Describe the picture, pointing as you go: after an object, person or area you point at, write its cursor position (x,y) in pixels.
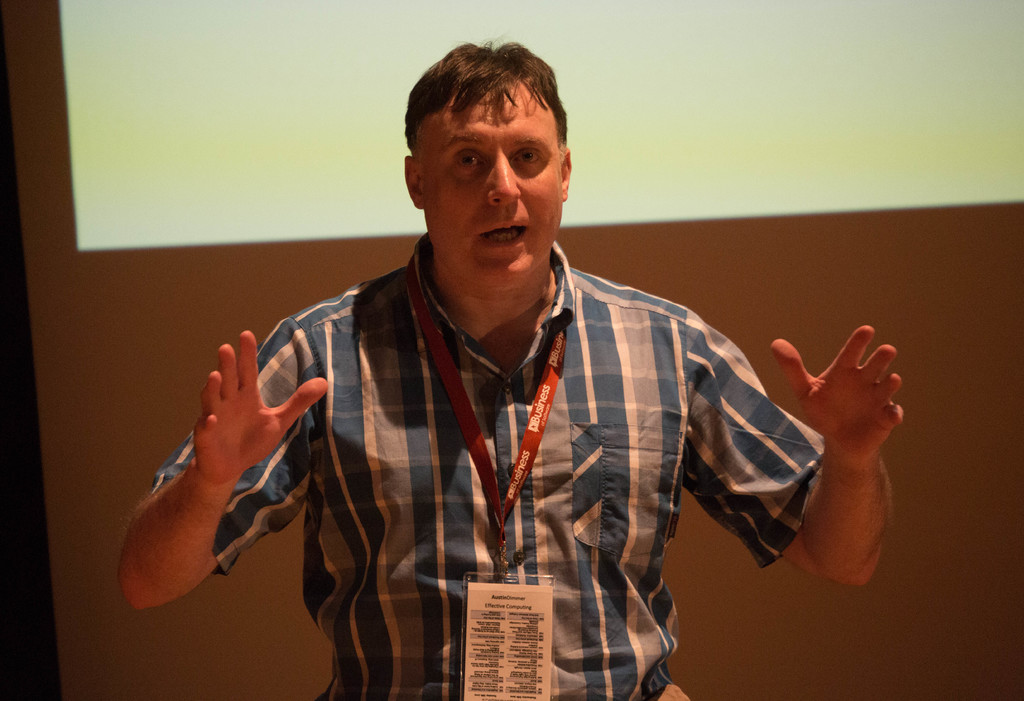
In this picture we can see a man (472,525) with the tag (492,644) and the man (525,499) is explaining something. Behind the man (323,370), it looks like a projector screen (121,205).
